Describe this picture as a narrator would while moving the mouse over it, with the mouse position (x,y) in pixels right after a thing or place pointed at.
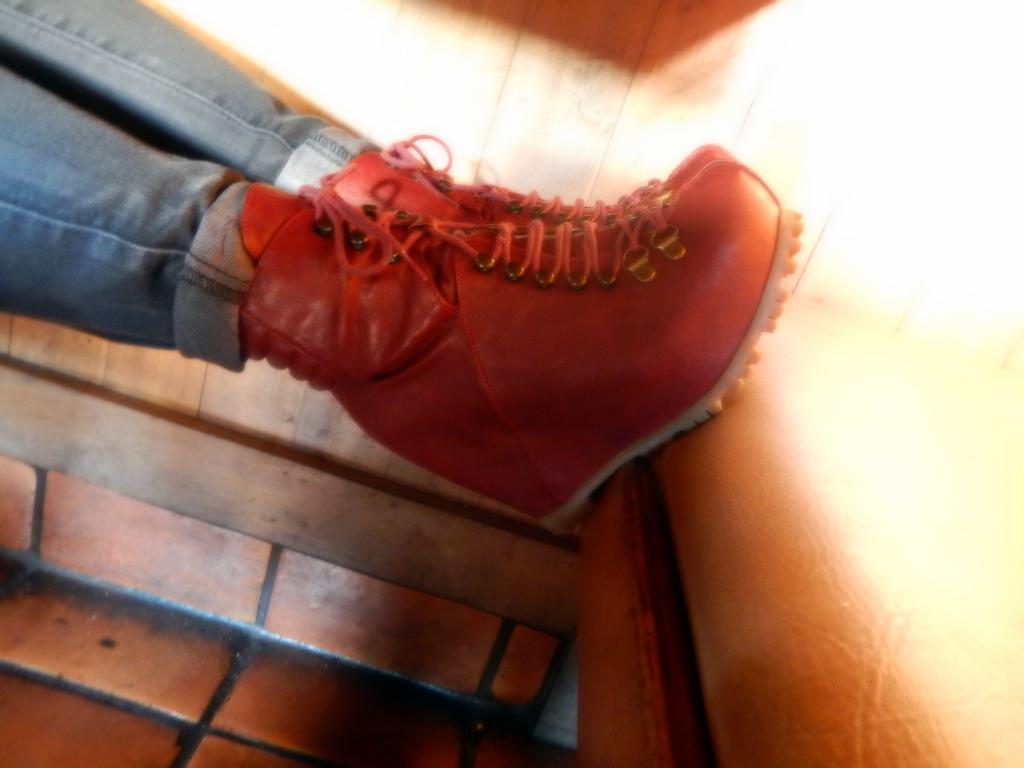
In the image there is a person (646,369) and in the background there is a wooden floor (371,498), only the legs (382,223) of the person (313,167) are visible in the image.
